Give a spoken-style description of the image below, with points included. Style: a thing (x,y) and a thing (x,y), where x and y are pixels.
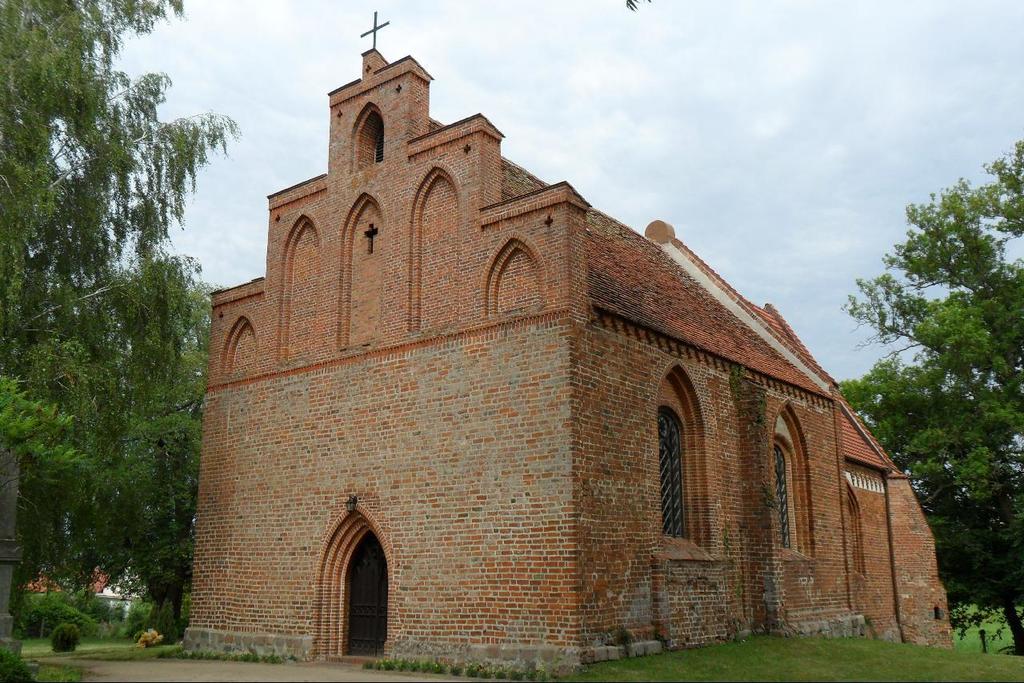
At the right side of the image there are trees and plants (164,615) are on the ground (771,655). In the middle of the image (661,286) there is a building (544,660) with brick walls (712,530), windows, arches (705,498) and pillars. At the right corner of the image (958,402) there are trees (996,589). At the top of the image (791,114) there is a sky (248,147).
